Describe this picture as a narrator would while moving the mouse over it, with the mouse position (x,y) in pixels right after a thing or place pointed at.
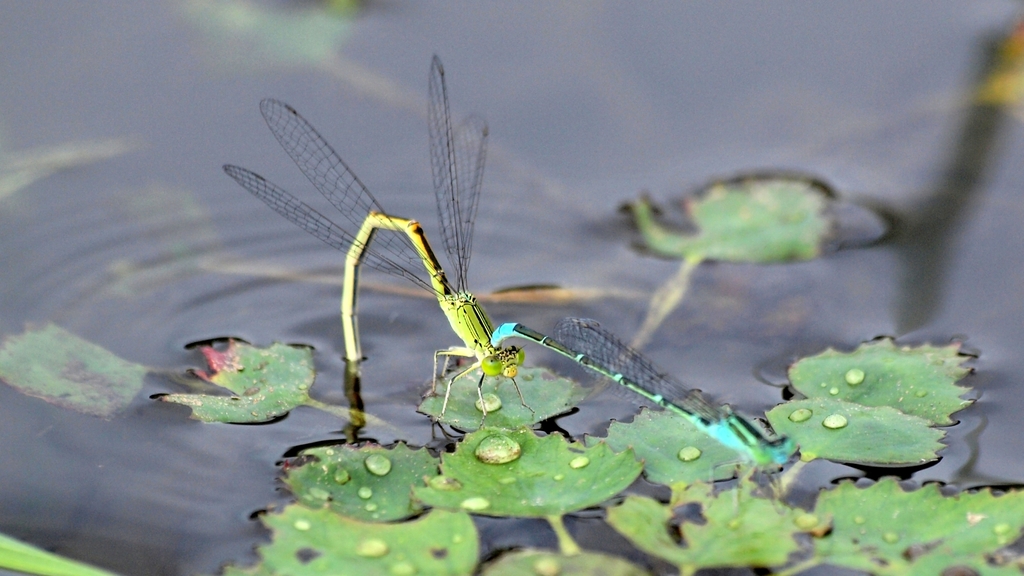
The picture consists of dragonflies (361,251), leaves (483,469), stems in a water body (376,193).
